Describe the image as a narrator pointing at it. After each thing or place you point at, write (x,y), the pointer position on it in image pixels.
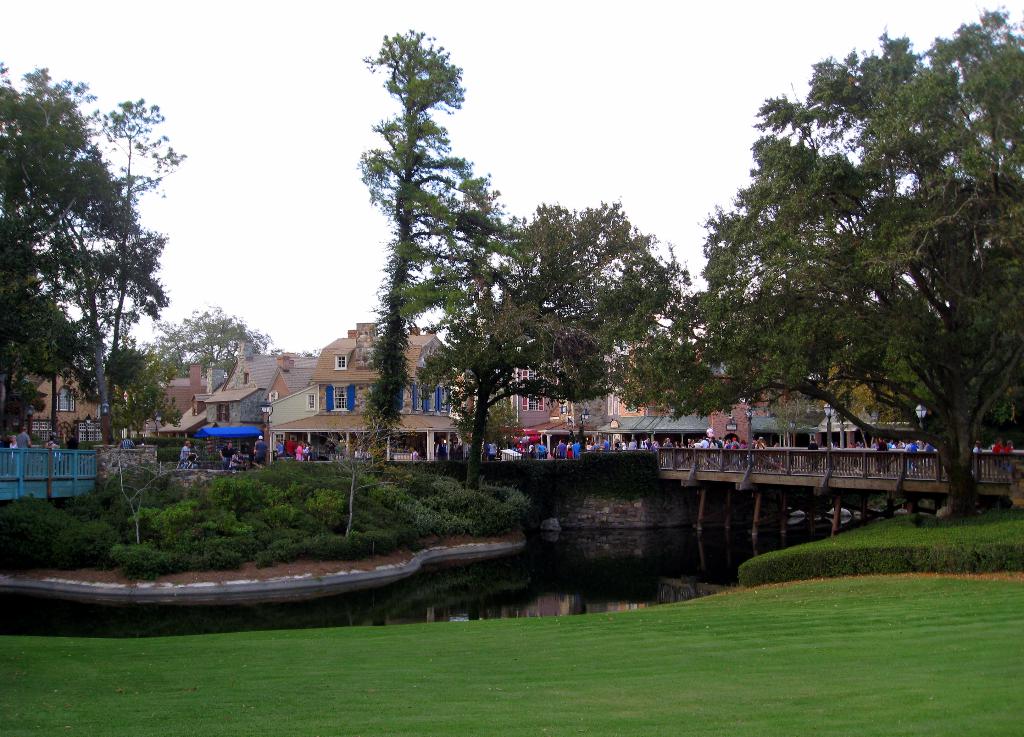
In the foreground of the picture (787,554) there are plants (971,554), grass (306,654), trees (42,362) and a water body (602,567). In the center of the picture (414,390) there are people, trees (481,450), bridge (734,456), building (685,424) and other objects (156,421). Sky (295,275) is cloudy.
